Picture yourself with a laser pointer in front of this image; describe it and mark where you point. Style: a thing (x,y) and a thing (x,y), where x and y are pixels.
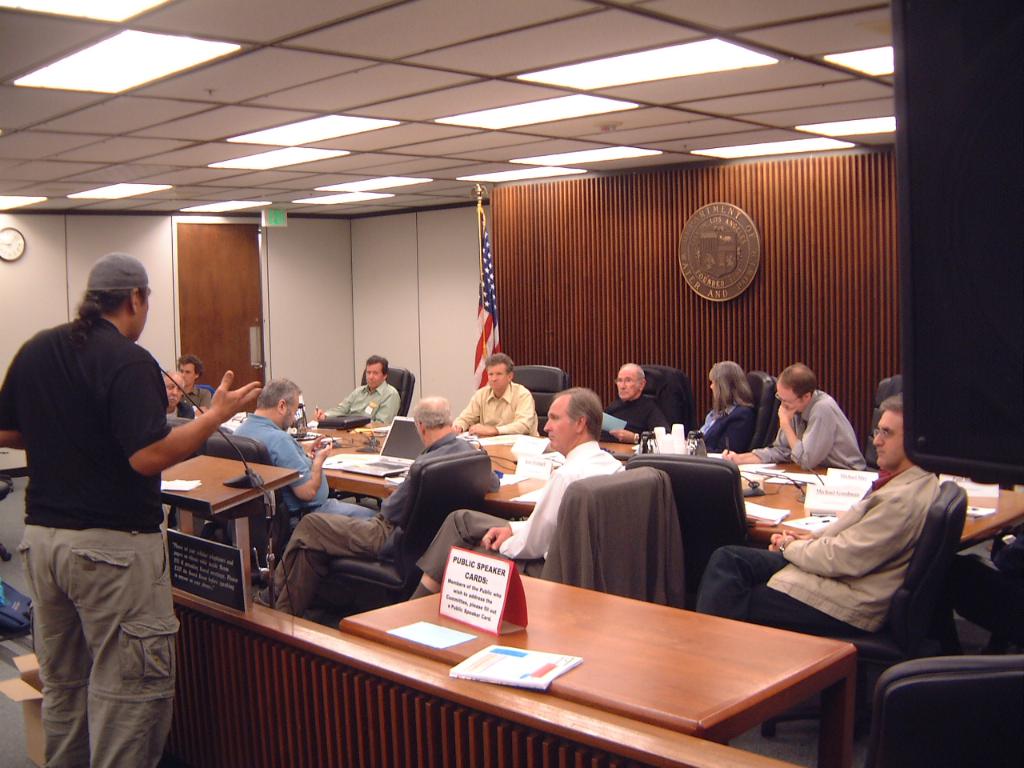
In a conference hall (445,408) there are some people (287,443) sitting around the table (786,489). There is a guy (85,492) speaking to them. In the background (482,349) there is a flag (492,300) and we can observe some ceiling lights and wall (551,284) here.
